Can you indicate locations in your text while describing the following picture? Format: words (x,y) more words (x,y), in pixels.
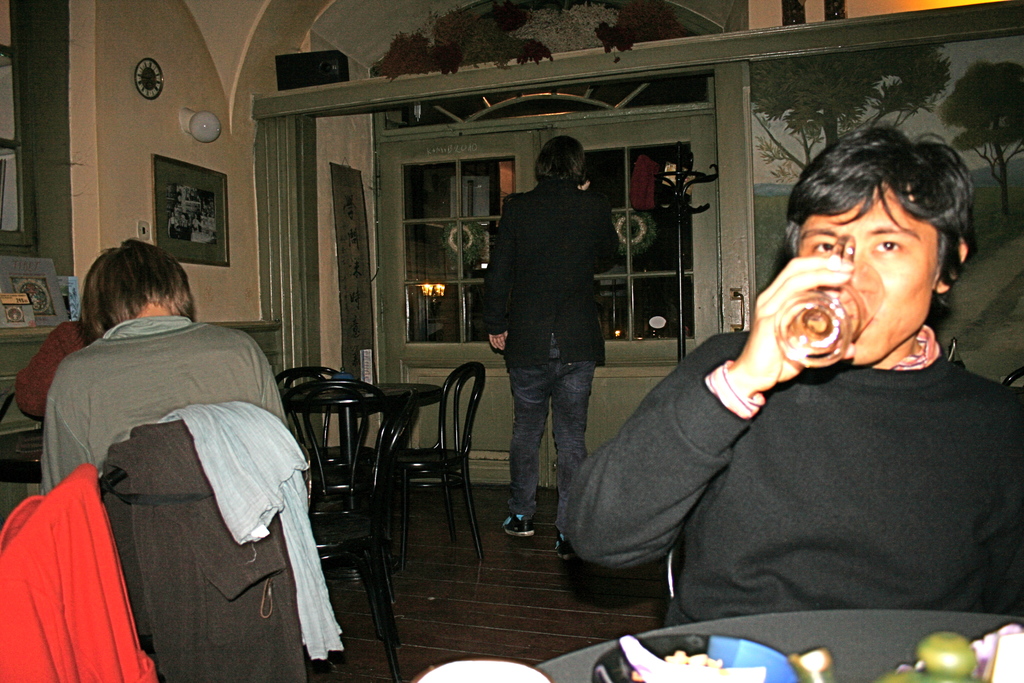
In this image on the right side (850,432) I can see a person (889,366) drinking something. On the left side (219,347), I can see a person (152,404) sitting on the chair (270,595). I can see a table (345,417) and the chairs (390,440). In the background (500,350), I can see a person (553,296) standing near a window (485,199).
